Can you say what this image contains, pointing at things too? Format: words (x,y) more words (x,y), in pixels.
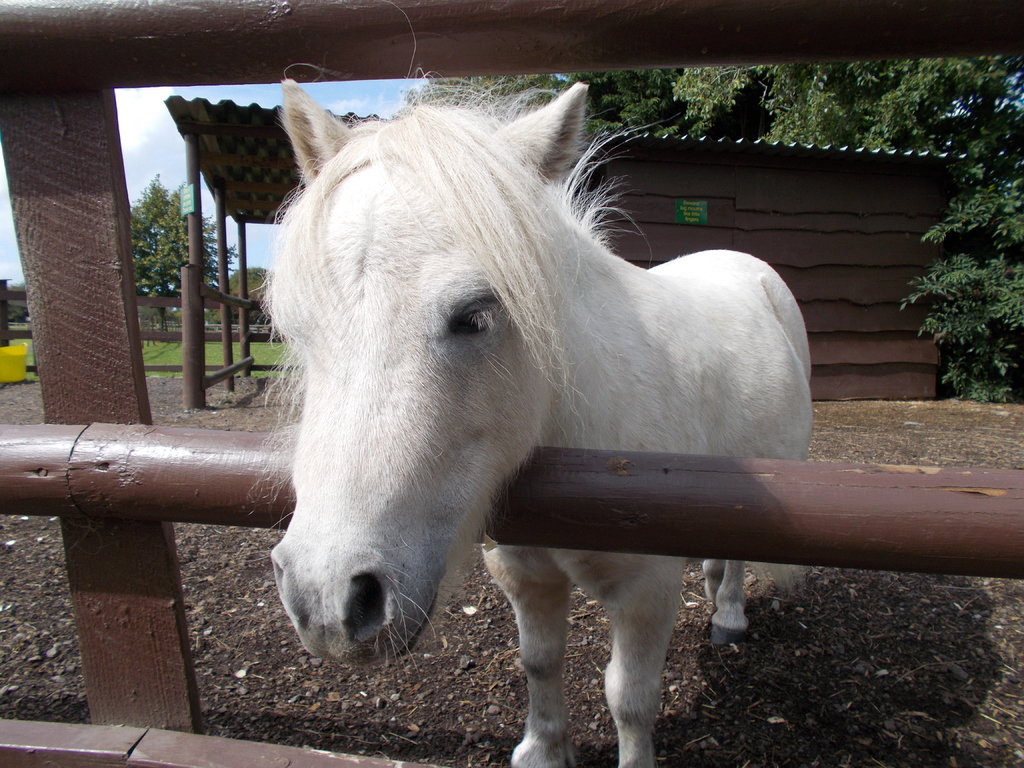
In this picture we can see a horse (561,426) is standing in the front (786,340), in the background (783,245) there is a house (831,159), trees (902,133) and grass (235,346), there is the sky (148,119) at the top of the picture (131,108), at the bottom (300,706) we can see some stones (455,635).
